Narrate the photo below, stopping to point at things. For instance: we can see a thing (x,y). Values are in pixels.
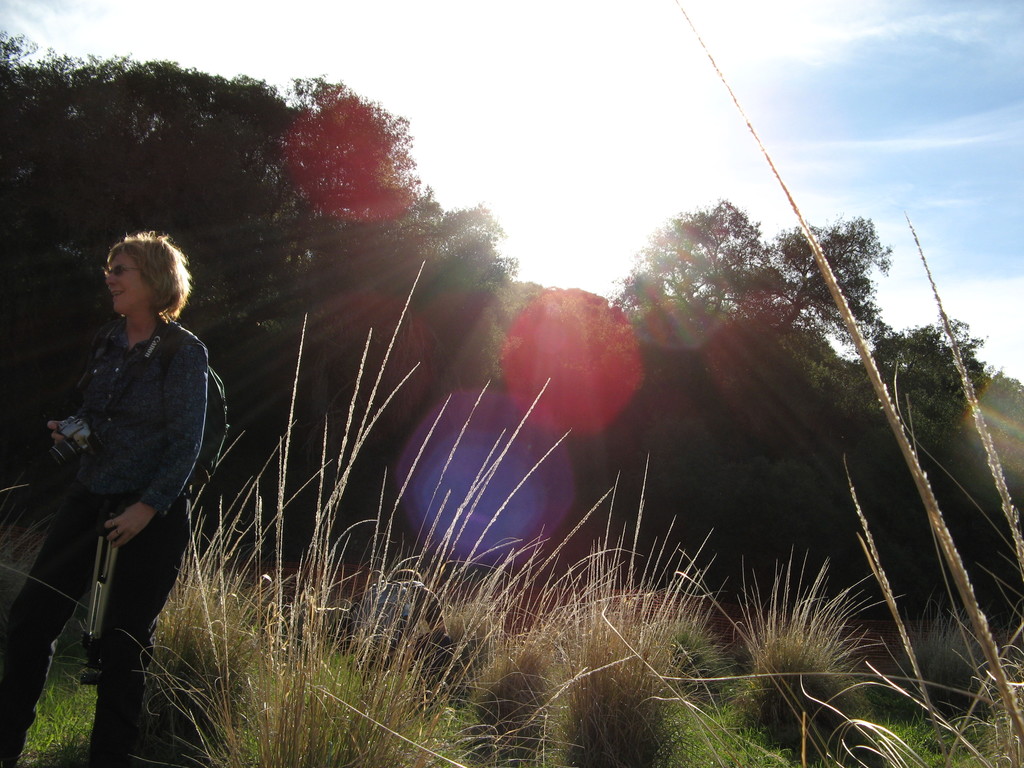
In this image I can see a person (118,596) wearing black colored dress (132,599) and bag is standing and holding a camera (75,446) and another object (98,584). I can see some grass (291,644) which is brown and green in color on the ground (764,727). In the background (309,341) I can see few trees (717,243) which are green in color and the sky (744,132).
